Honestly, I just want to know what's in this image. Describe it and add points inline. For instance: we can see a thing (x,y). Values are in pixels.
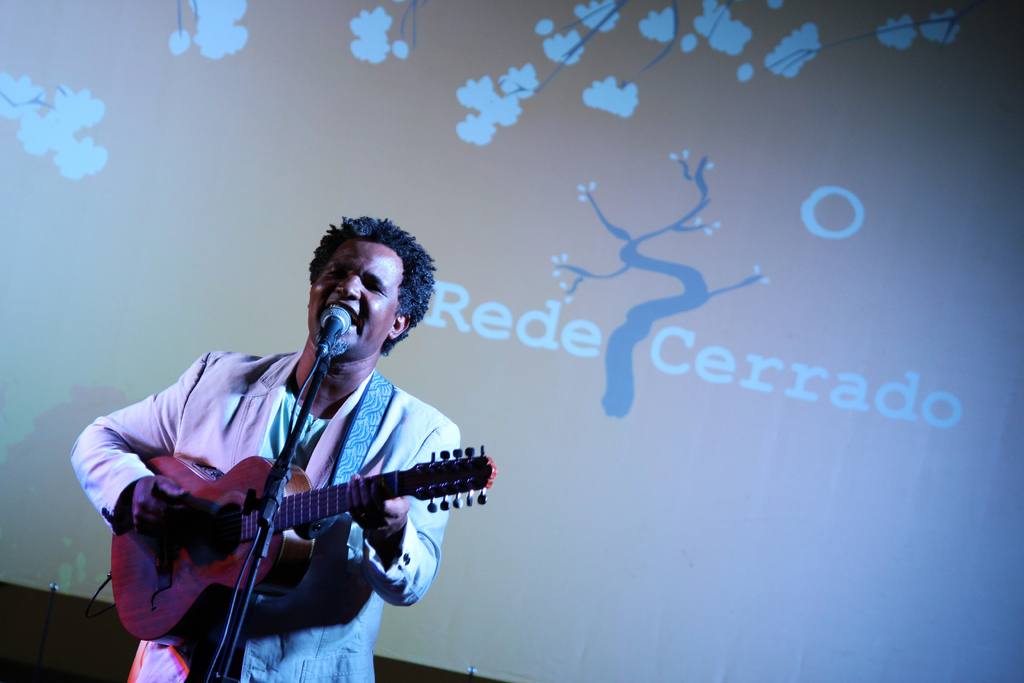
He is standing. He is playing a guitar (299,548). We can see in the background (463,152) there is a banner (420,233).
